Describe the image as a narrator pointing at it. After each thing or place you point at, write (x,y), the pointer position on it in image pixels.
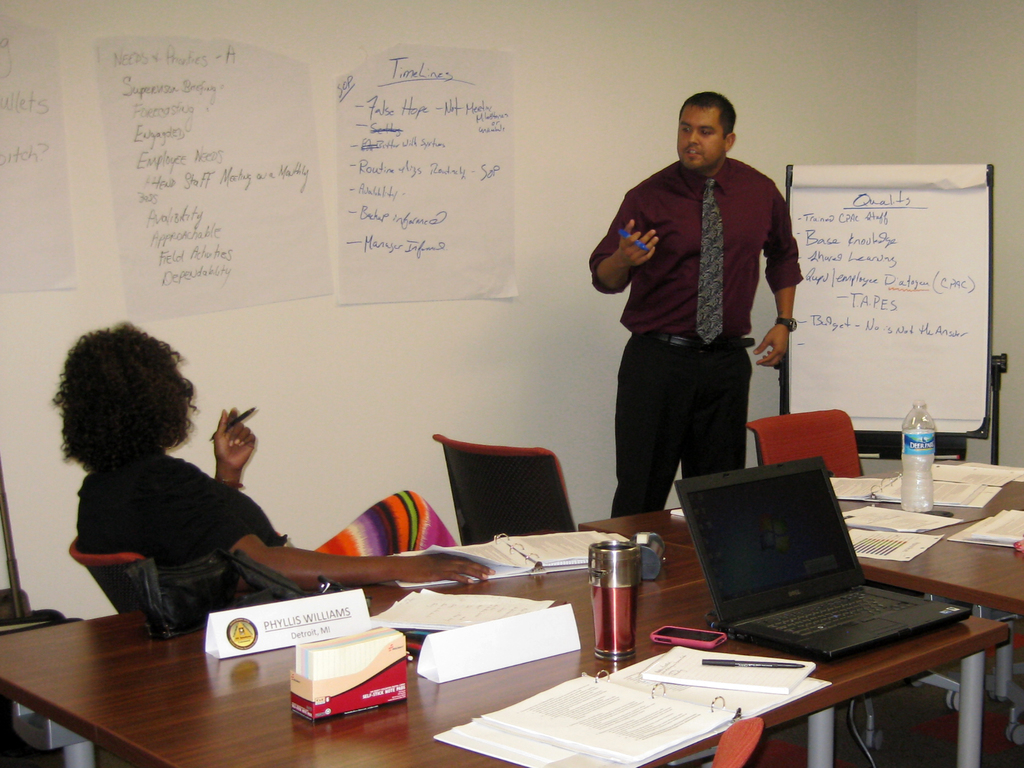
In this picture there is a person (641,302) who is standing at the right side of the image (687,375) near a board (802,374), there is a lady (177,382) who is sitting at the left side of the image (117,544), there is a table (963,632) in front of them on which there are papers (548,535), books (683,669), cell phones (670,642), and a laptop (744,557) is there.
